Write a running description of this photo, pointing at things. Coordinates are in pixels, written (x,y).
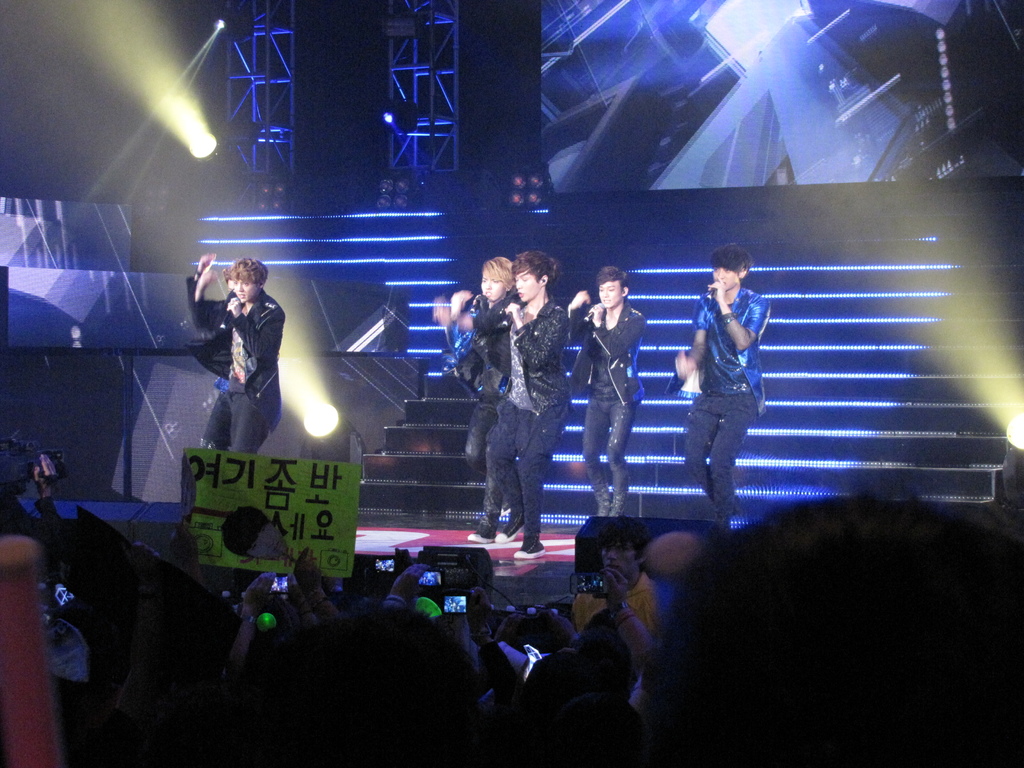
In the picture I can see five persons (223,375) standing on the stage (466,397) and they are singing on microphones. I can see a group of people (490,612) at the bottom of the picture (610,615) and they are holding the mobile phone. I can see the decorative lights (526,183) and metal scaffolding pole structures (411,94).
